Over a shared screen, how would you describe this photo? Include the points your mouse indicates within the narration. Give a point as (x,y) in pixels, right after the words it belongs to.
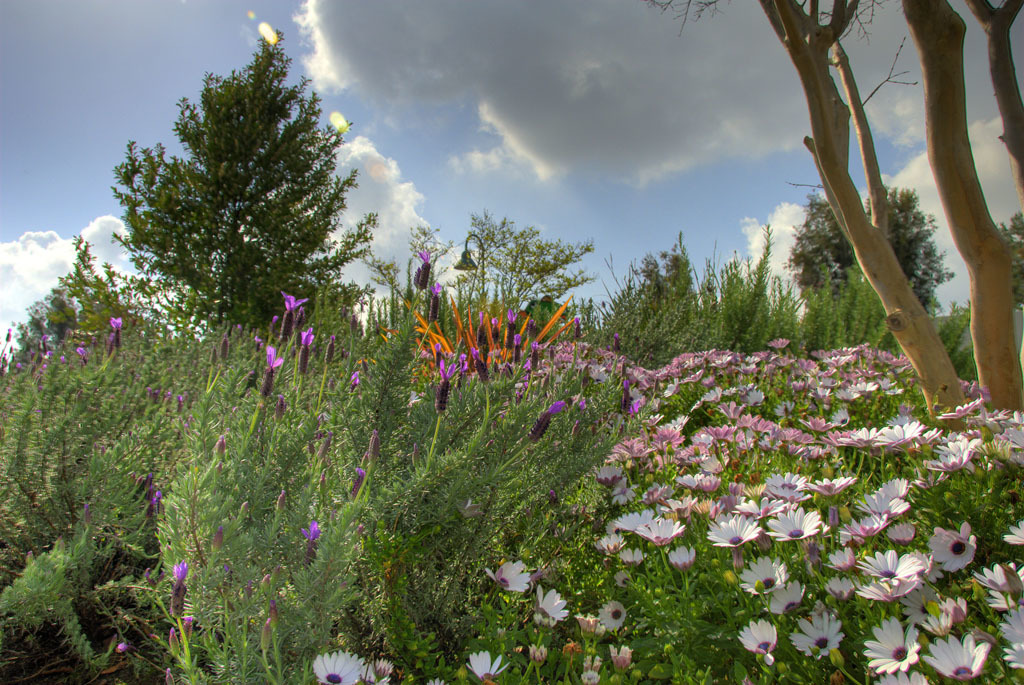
In this picture we can see trees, flowers (737,522) and we can see sky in the background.
